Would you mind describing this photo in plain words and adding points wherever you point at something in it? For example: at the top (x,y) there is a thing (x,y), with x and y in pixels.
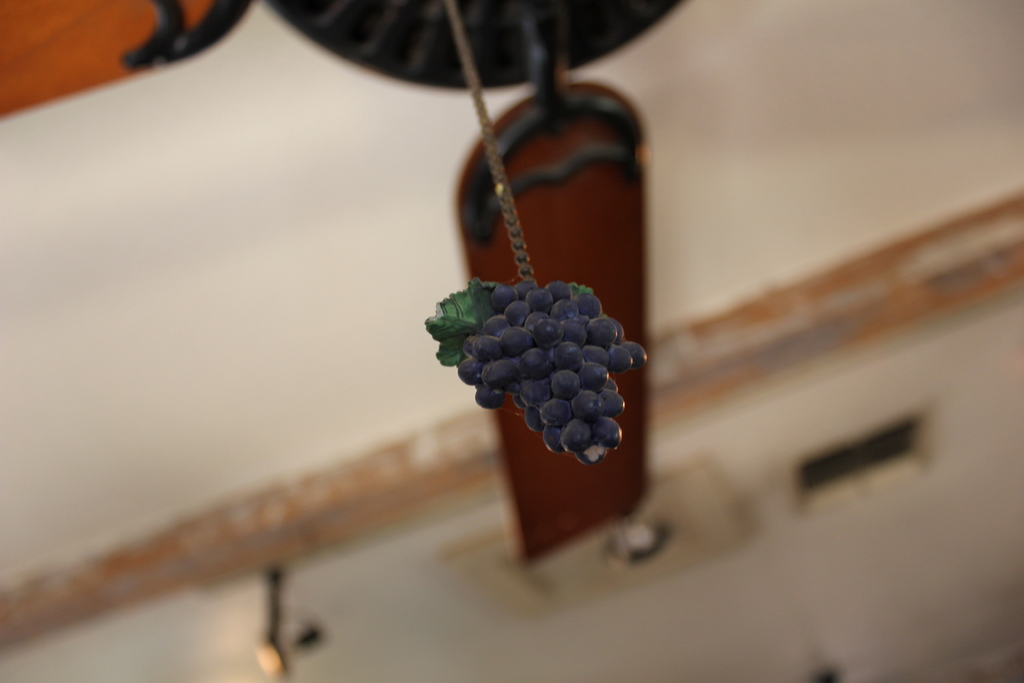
In this image we can see grapes (505,337), there are some other objects (378,16) behind grapes (623,349), and the background (425,182) is blurred.
